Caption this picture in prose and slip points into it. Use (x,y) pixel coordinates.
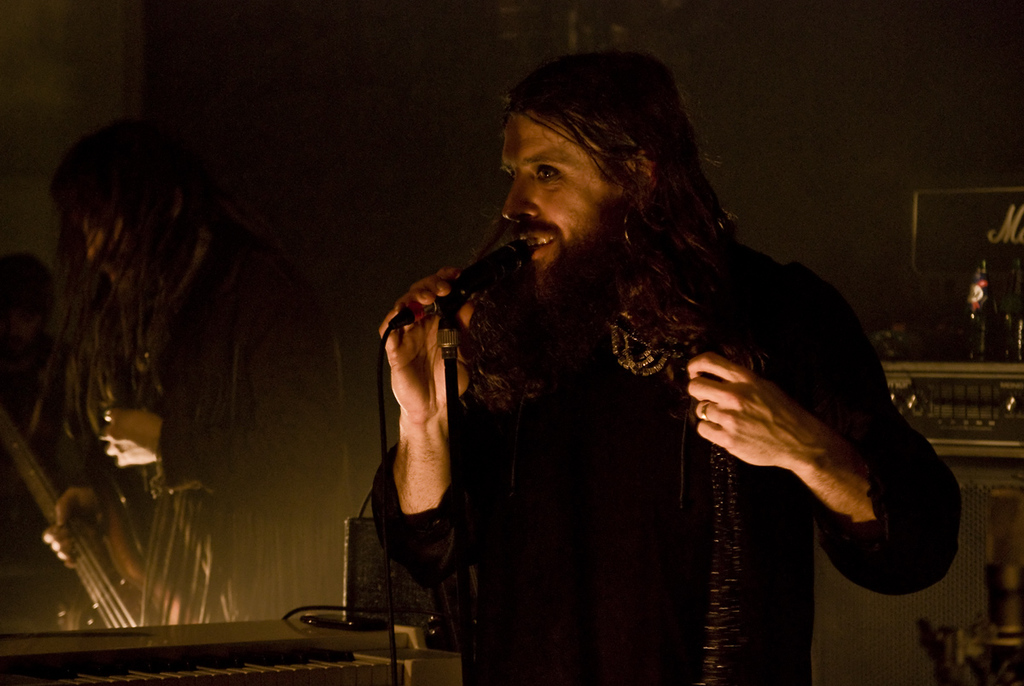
In this picture there is a man (590,291) who is holding a mic (491,275) and singing.
